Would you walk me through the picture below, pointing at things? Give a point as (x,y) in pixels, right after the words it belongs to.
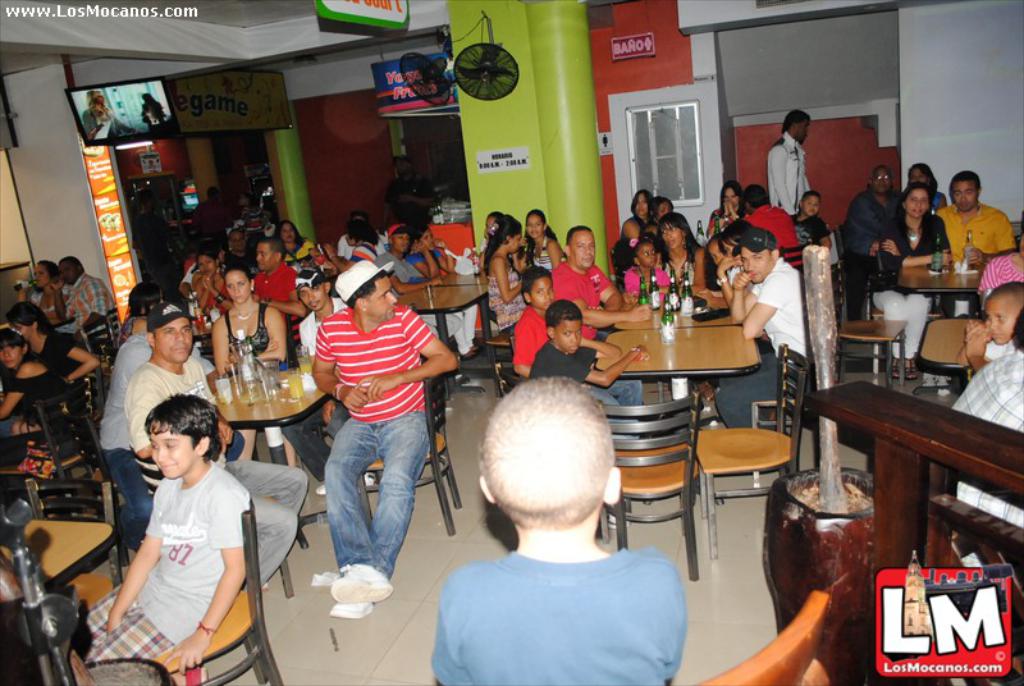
Most of the persons (59,348) are sitting on a chair (297,322). On top (153,122) there is a screen (138,120). To this pillar (536,121) there are fans (479,77). This person (782,179) is standing. In-front of every person (383,280) there is a table (473,295), on a table (271,399) there are bottles (683,295) and glasses (255,390). On top (246,97) there are banners (264,106).
